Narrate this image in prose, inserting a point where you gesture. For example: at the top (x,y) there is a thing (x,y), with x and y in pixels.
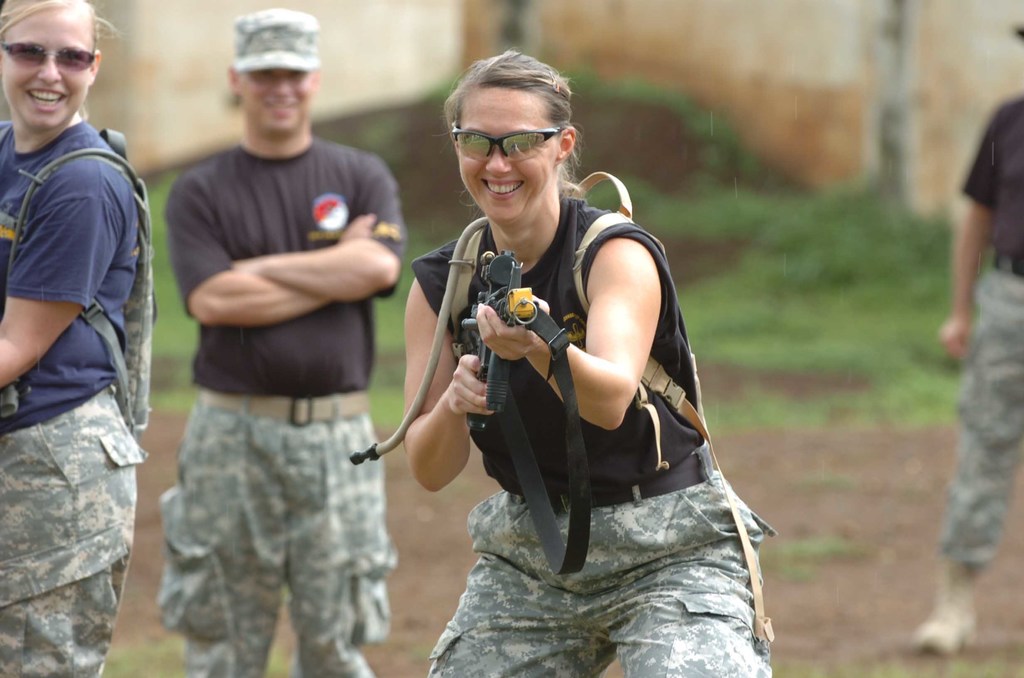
In this image I can see a woman (604,452) wearing black and green colored dress (636,454) is standing and holding a weapon (502,298) in her hand (521,338). In the background (262,298) I can see few other persons (262,298) standing, the ground (839,503), some grass (851,329) and the wall (161,71).
